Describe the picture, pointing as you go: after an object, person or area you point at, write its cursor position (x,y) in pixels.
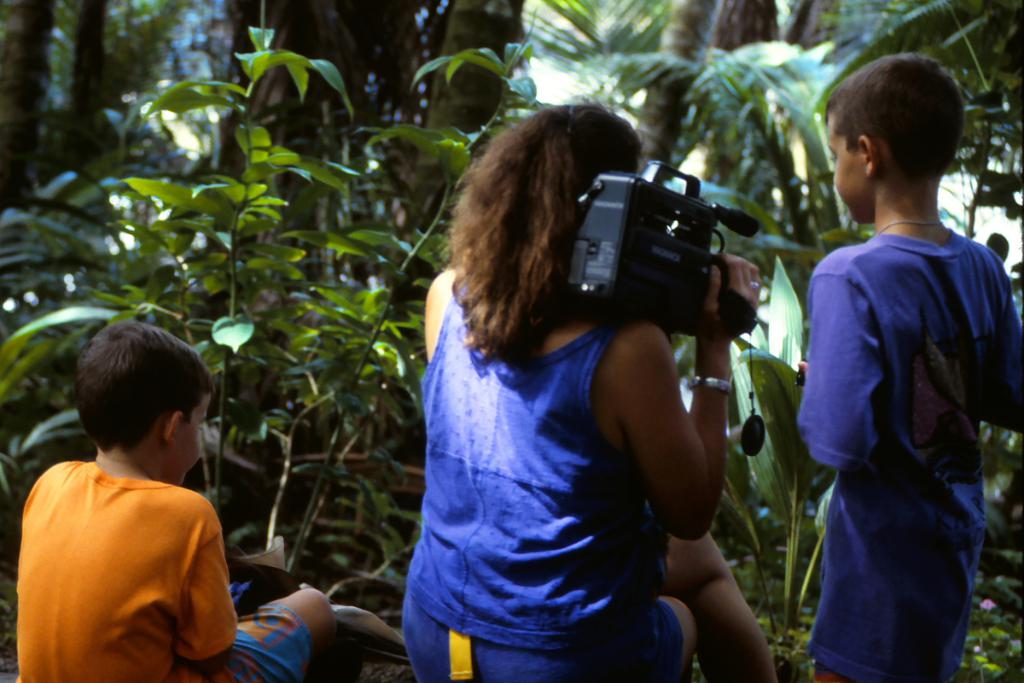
There are three persons (607,395). She is holding a camera (633,293) with her hand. These are the plants (703,182).
